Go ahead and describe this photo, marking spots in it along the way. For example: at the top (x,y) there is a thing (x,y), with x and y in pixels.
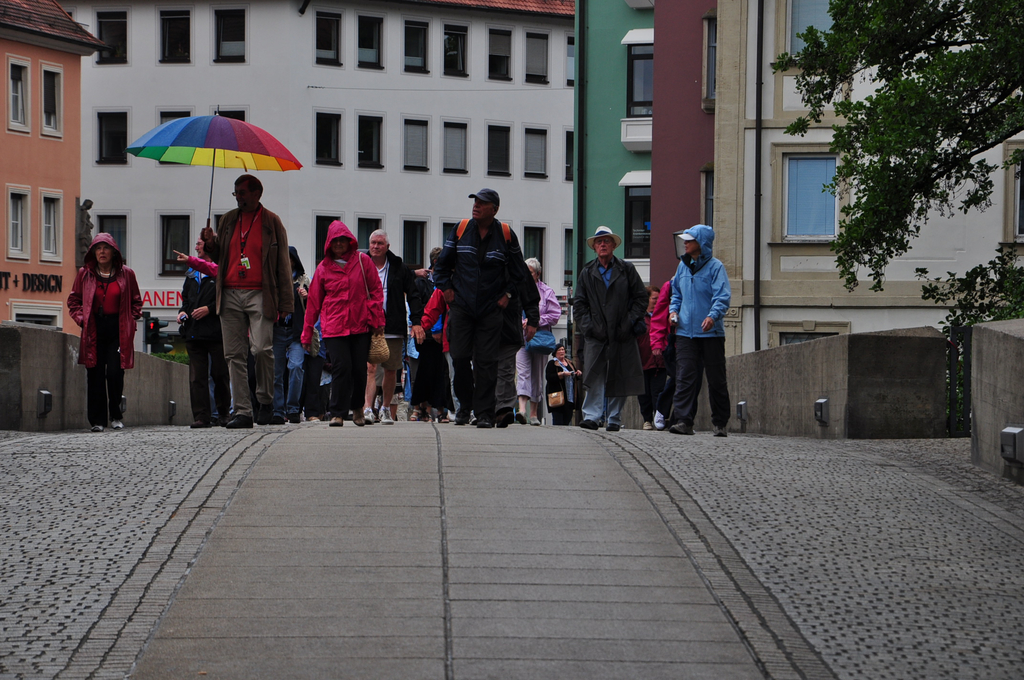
In this image I can see group of people (717,318) walking on the road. In front (279,248) the person (266,239) is holding an umbrella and the umbrella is in multi color. Background (448,170) I can see few buildings (287,90) in white, brown and cream color and I can see few trees (846,130) in green color.
